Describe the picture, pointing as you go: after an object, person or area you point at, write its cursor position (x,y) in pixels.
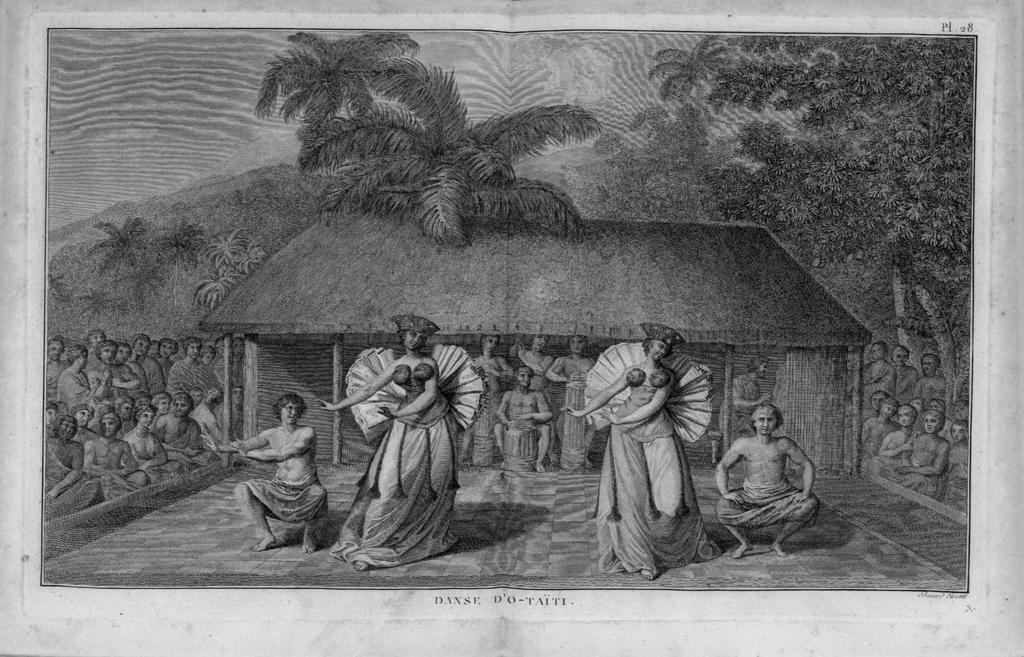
In this image I can see the black and white color painting (519,376).
